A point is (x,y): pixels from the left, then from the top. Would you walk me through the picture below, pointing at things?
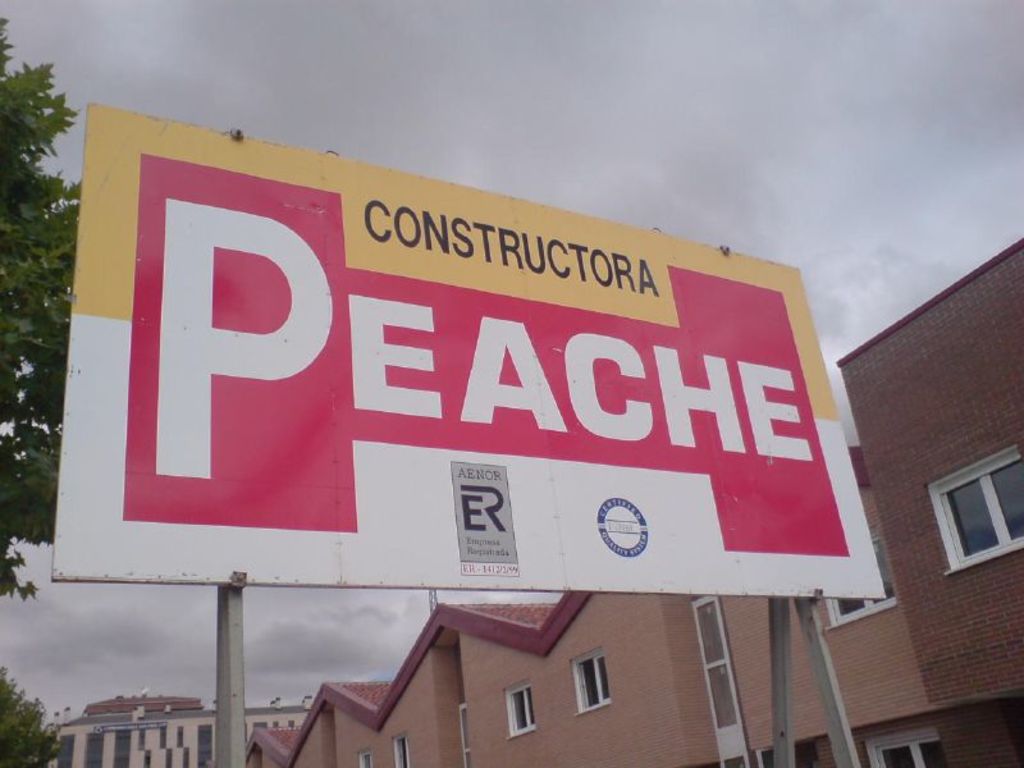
In this image, we can see a board (545,375) contains some text (711,378). There are buildings (639,664) at the bottom of the image (619,734). There is a branch (23,504) on the left side of the image (28,508). In the background of the image (135,621), there is a sky (770,102).
